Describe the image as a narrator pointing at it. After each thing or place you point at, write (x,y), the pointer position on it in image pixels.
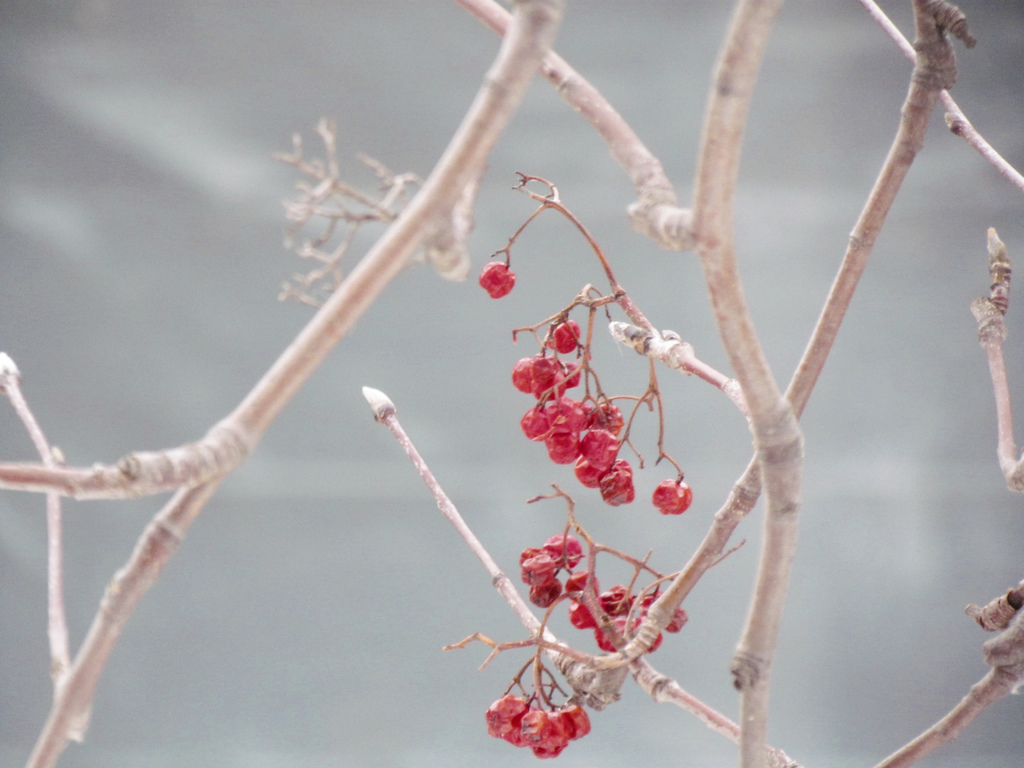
We can see branches (748,390) and fruits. In the background (117,103) it is blur.
